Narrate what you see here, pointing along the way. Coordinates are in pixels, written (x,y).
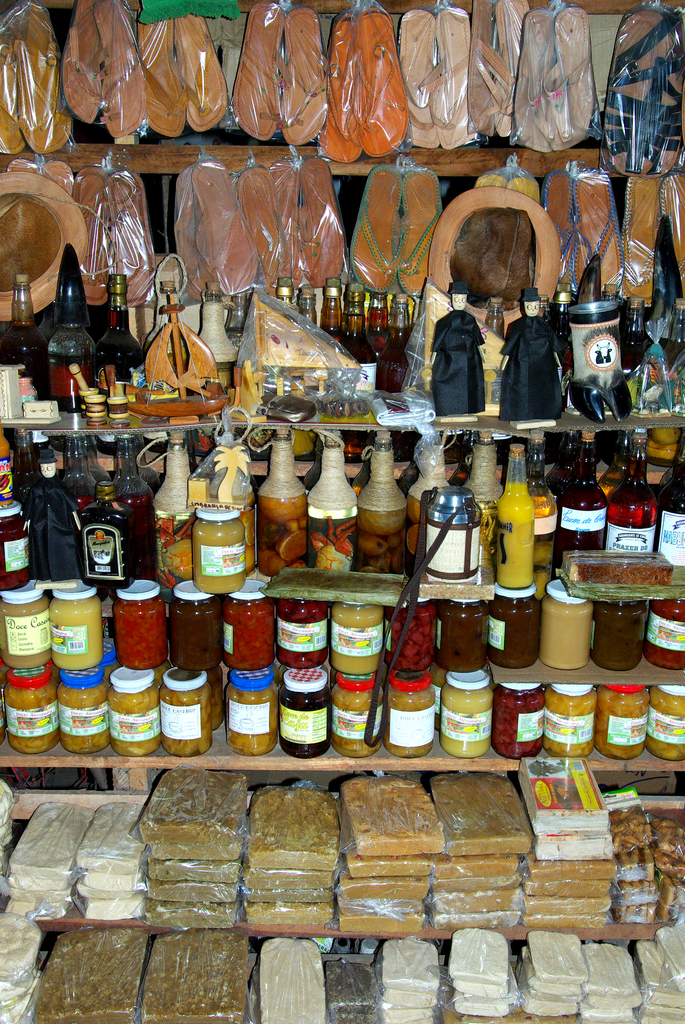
In this image, we can see some shelves (566,427) with objects (330,485) like bottles (319,462) and some food items (372,860). We can see a few pairs of footwear (296,58). We can also see some toys (532,365).
